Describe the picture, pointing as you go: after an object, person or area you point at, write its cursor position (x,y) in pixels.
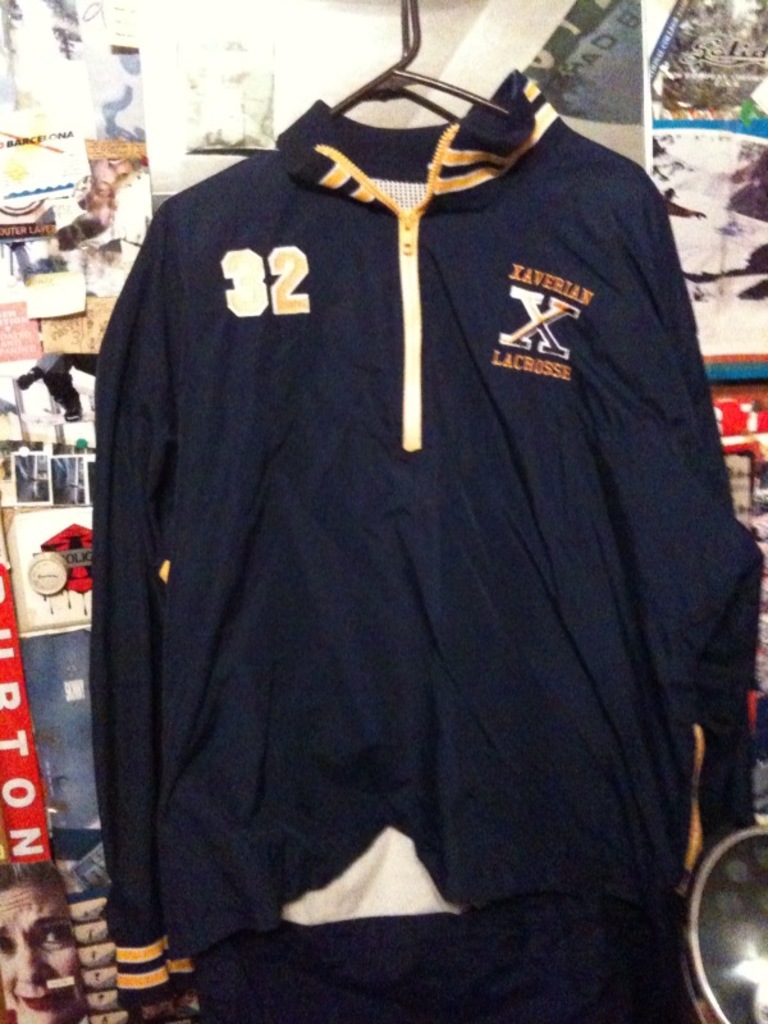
In this picture we can see a jacket (501,659) here, in the background (9,746) there are some papers (616,87) pasted on the wall (45,396).
